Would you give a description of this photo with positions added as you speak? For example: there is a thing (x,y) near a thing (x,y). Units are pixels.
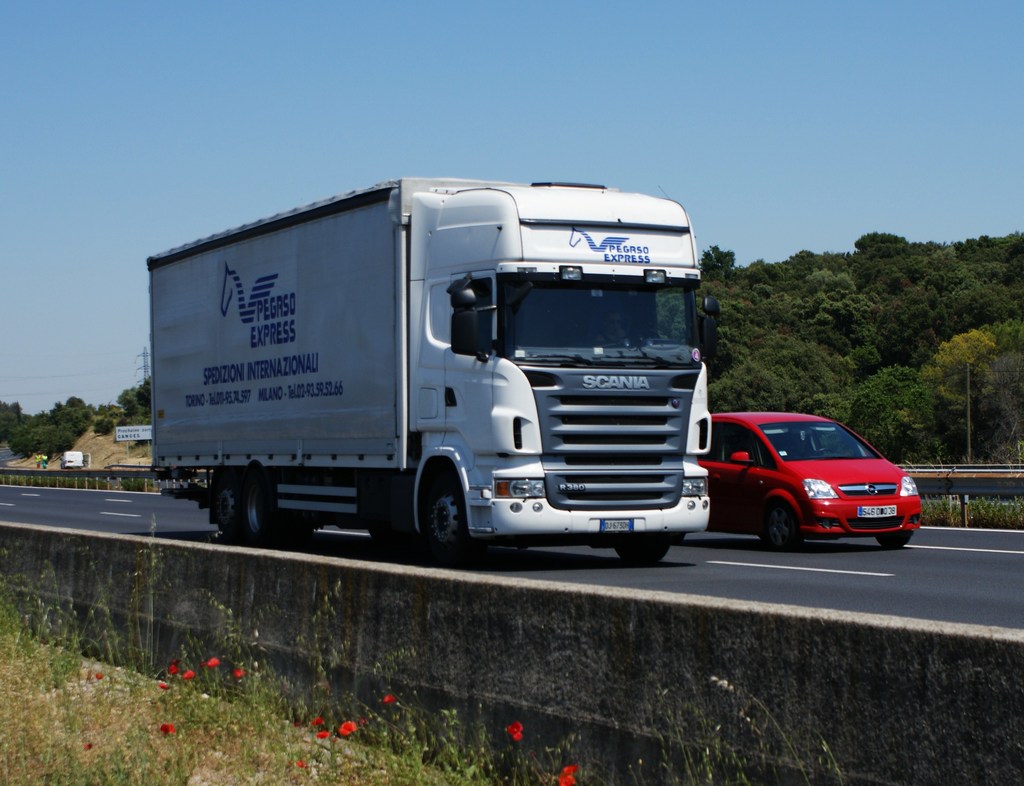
In the picture there is a truck (522,377) and a red color car (789,484) and both are moving on the road (521,572) and in front of the road (820,560) there are flower plants (65,647) and on the other side of the road (836,557) there are lot of trees (858,315) and in the background (424,73) there is a sky (415,65).
